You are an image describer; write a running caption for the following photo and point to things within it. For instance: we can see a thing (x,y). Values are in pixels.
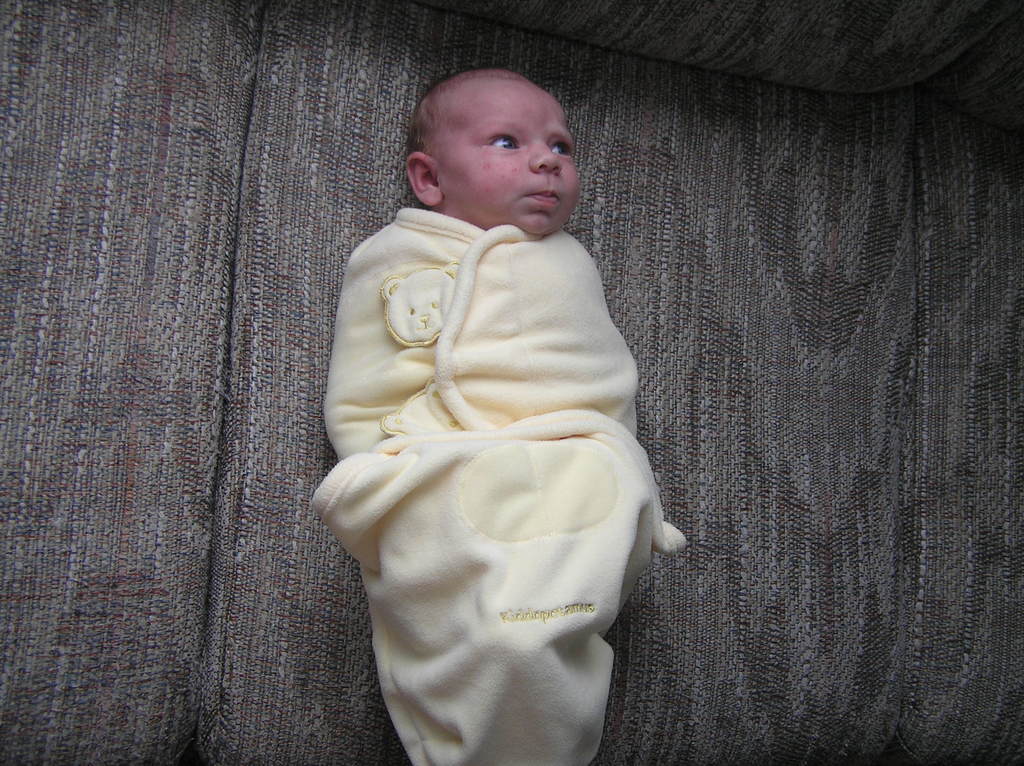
This image consists of a small kid (447,199) wrapped in a towel (506,628). Is lying on the sofa (125,152).
